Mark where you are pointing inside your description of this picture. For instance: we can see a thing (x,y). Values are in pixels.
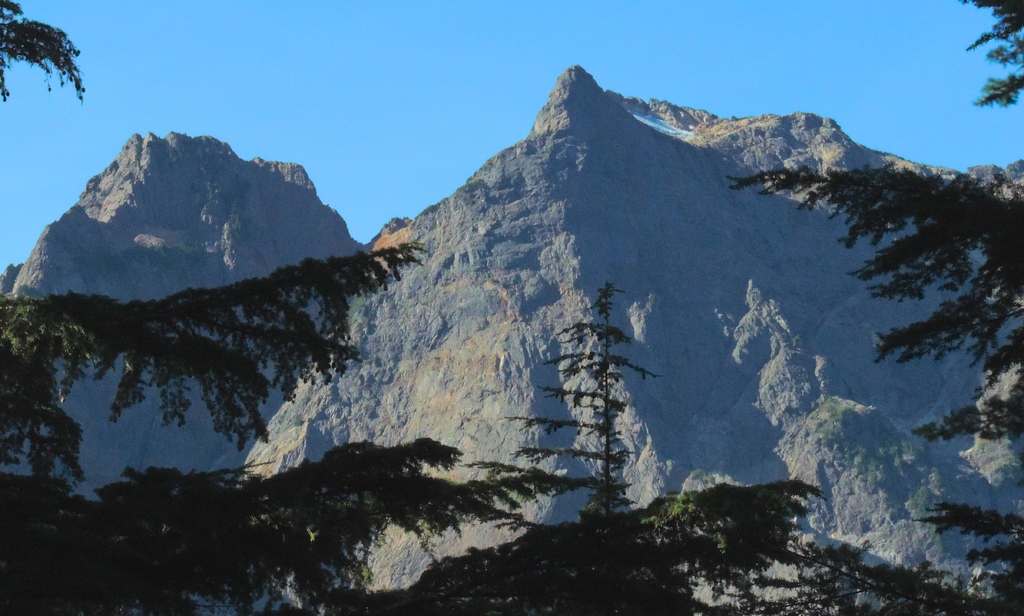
In the Image we can see mountains (524,271) and few trees (457,494) and in the background (531,66) we can see pretty clear blue sky (342,66).
